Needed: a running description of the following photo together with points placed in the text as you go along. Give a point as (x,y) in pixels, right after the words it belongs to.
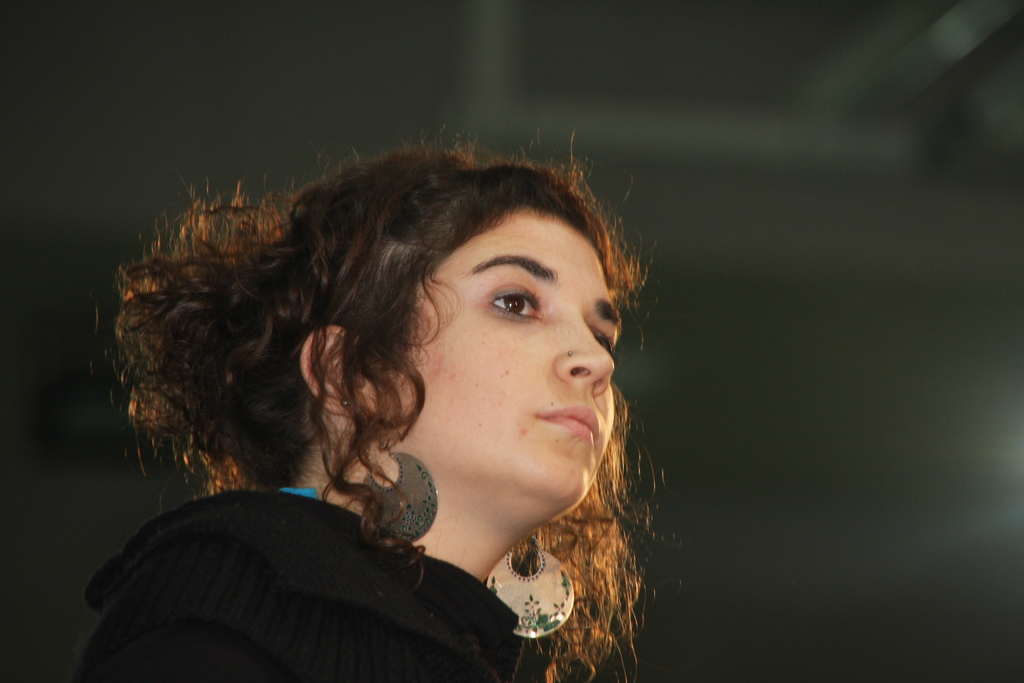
In this image, we can see a person (447,402) wearing clothes (310,519).
